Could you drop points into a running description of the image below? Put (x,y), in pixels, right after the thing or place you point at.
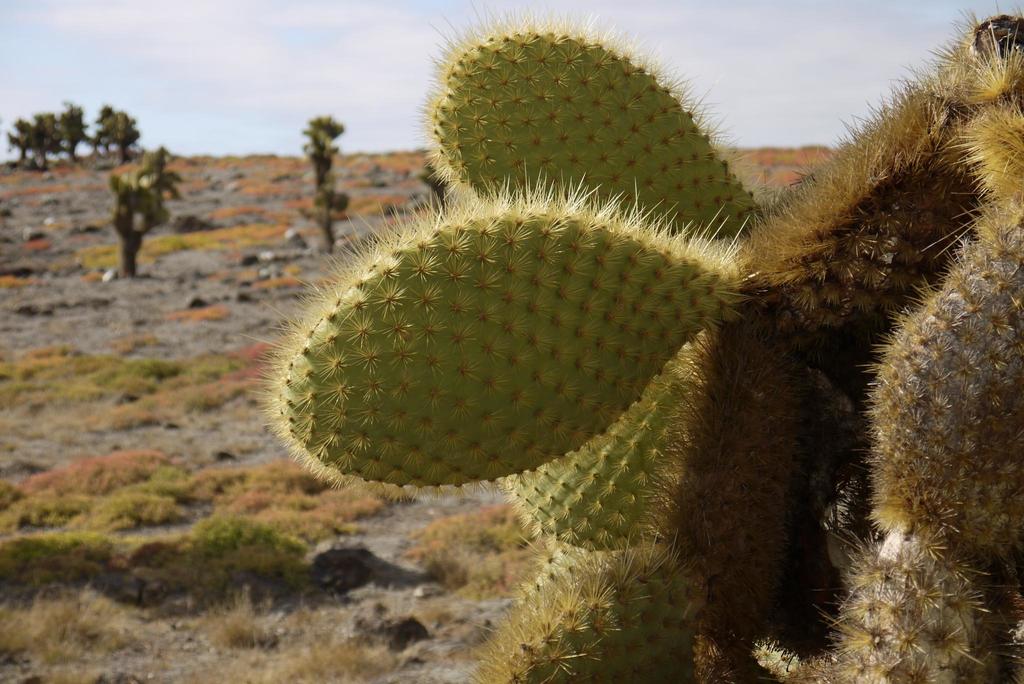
In the image, there is a cactus plant (569,309) and behind that there are some trees (327,156) and around the land (131,288) there is a grass (197,475) in between the land (86,237).
